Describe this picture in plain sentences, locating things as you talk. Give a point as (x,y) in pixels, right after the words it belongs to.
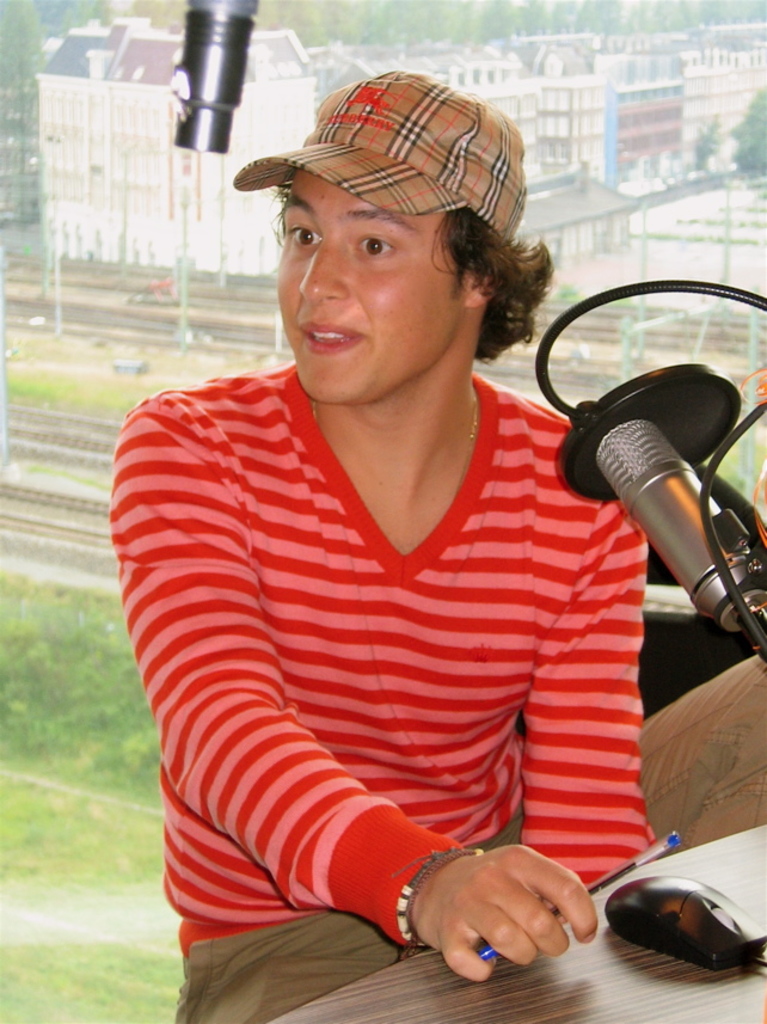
In this image I can see a person (396,723) wearing hat (409,174), red colored t shirt (347,597) and pant (303,924) is sitting in front of a desk (603,985) and holding a pen (594,884). On the desk (669,969) I can see a mouse (658,906) and a microphone (669,493). I can see a glass surface (154,278) behind the person (368,676) through which I can see few trees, few railway tracks (78,433) and few buildings (362,48).
